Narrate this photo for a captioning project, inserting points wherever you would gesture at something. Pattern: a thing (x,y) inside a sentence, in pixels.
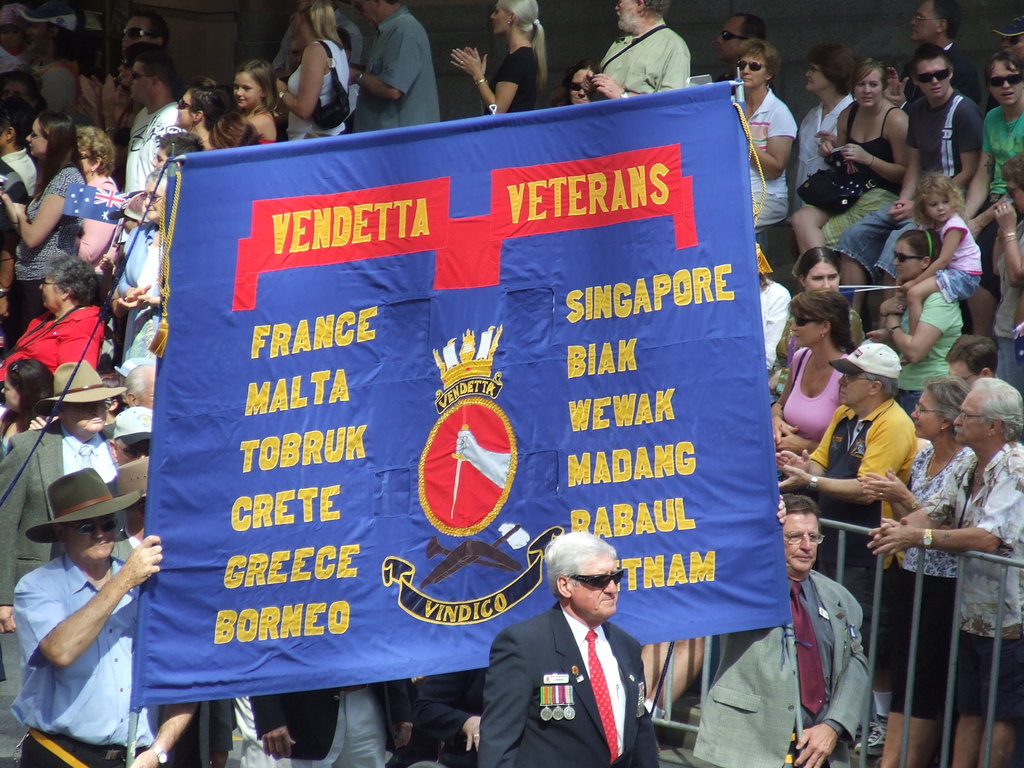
At the bottom (616,680), we see a man (619,663) in the white shirt (586,644) and the black blazer (562,661) is standing. He is wearing the goggles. Behind him, we see two men (64,590) are holding a banner (575,458) which is in blue color. We see some text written on it. Beside them, we see the railing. Behind that, we see the people (812,270) are standing. In the background (270,72), we see the people (897,136) are standing and we even see a wall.
